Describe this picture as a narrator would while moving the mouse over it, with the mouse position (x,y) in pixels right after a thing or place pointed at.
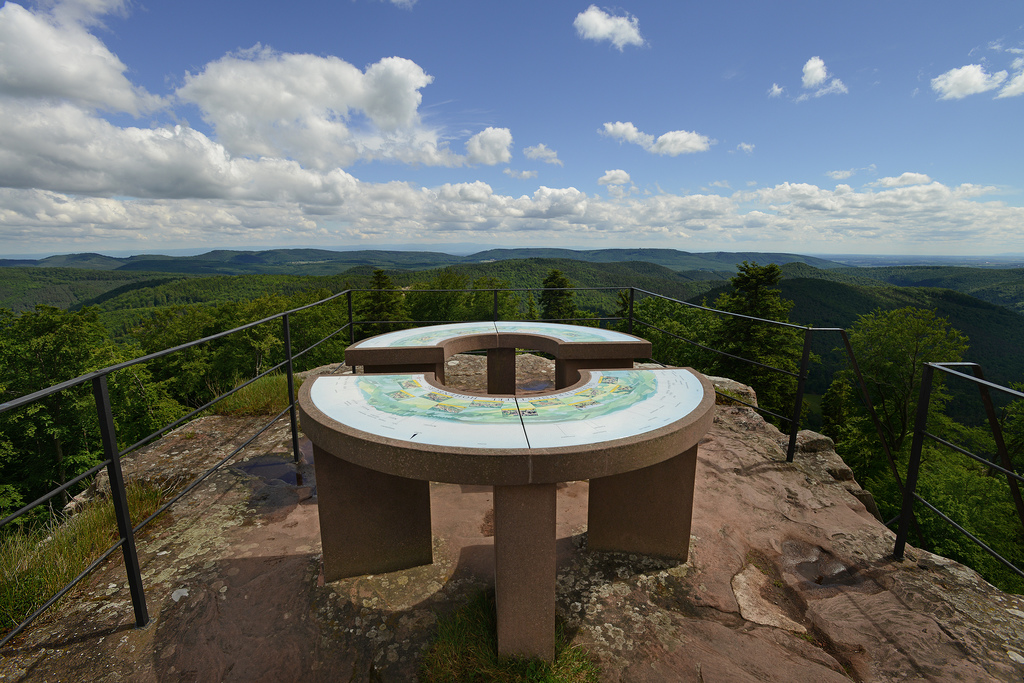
In the middle of the image (416,395) we can see a sculpture like structure (500,405) rounded by a fence (228,456). In the background (469,129) we can see sky (378,148) with clouds (375,138), hills (361,270) and trees (171,317).
